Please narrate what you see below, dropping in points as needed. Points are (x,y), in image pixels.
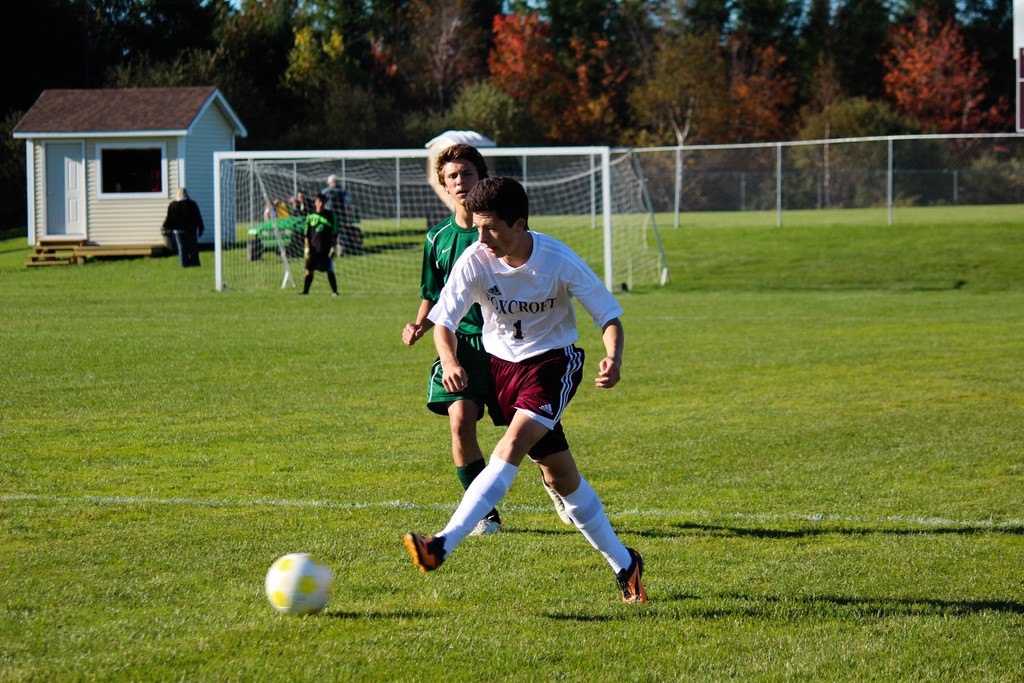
In the given image i can see a people (469,499) playing in the ground (527,547) and in the background (300,142) i can see a fence (748,194), house (91,104), trees (473,81), goal post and people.
